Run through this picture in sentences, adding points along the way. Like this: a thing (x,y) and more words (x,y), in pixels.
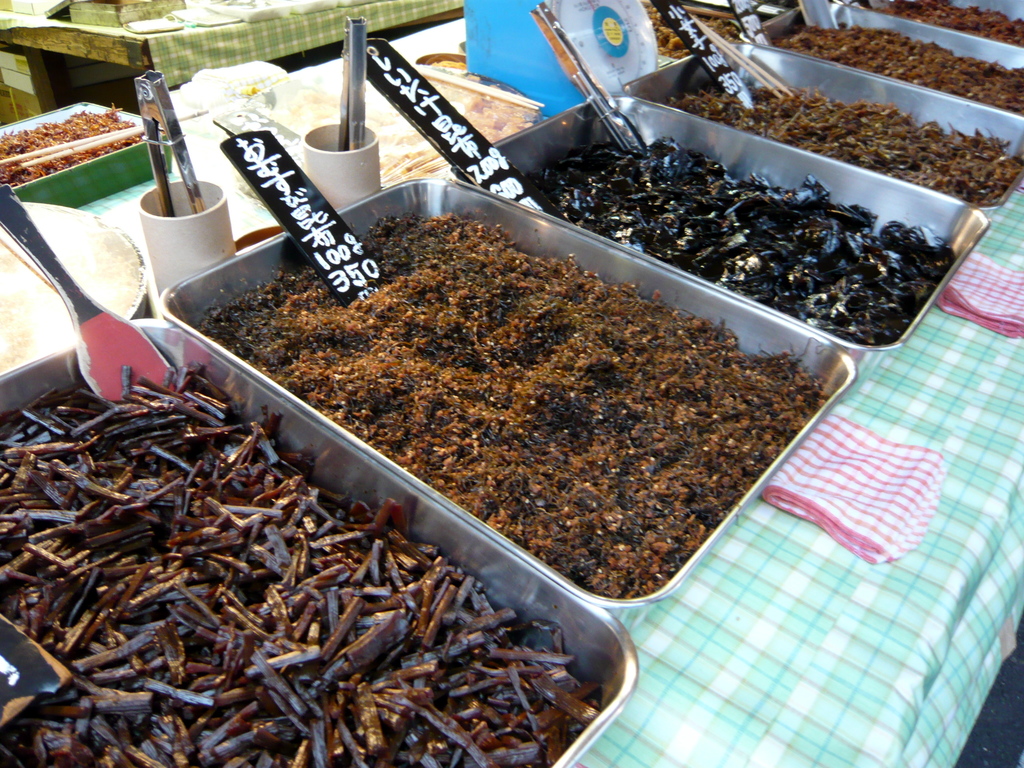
In this image, we can see some objects (629,381) in the containers (1003,49).
